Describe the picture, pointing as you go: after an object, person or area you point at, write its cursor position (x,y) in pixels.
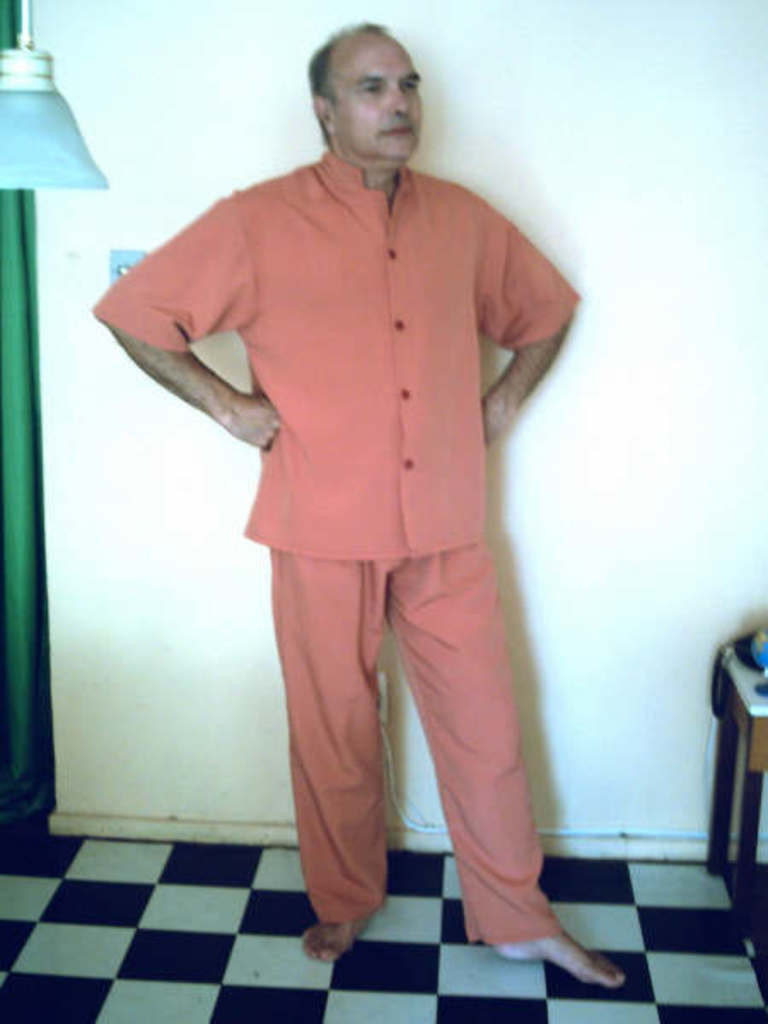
There is a person (359,465) standing. In the back (603,199) there's a wall (197,176). On the left side (26,316) there is a green color cloth (31,329) and a light (48,104).
